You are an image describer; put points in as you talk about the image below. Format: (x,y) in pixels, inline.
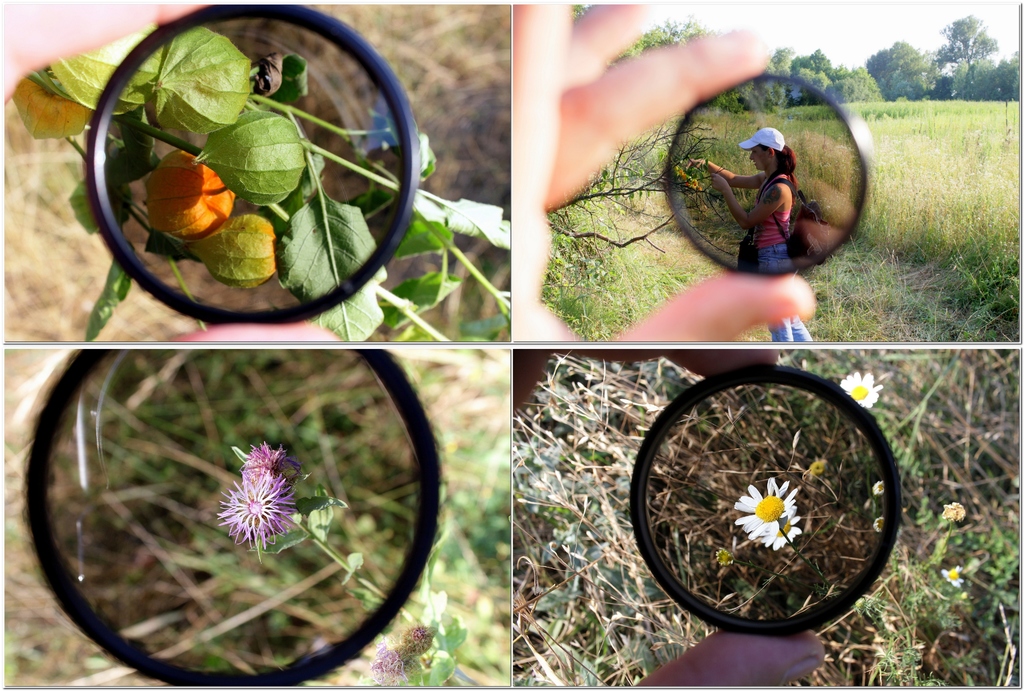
This is a photo collage, we can see mirror like objects (838,540) in the photos, we can see some leaves (823,590) and flowers (772,505) in the photos. We can see a woman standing in one image.
